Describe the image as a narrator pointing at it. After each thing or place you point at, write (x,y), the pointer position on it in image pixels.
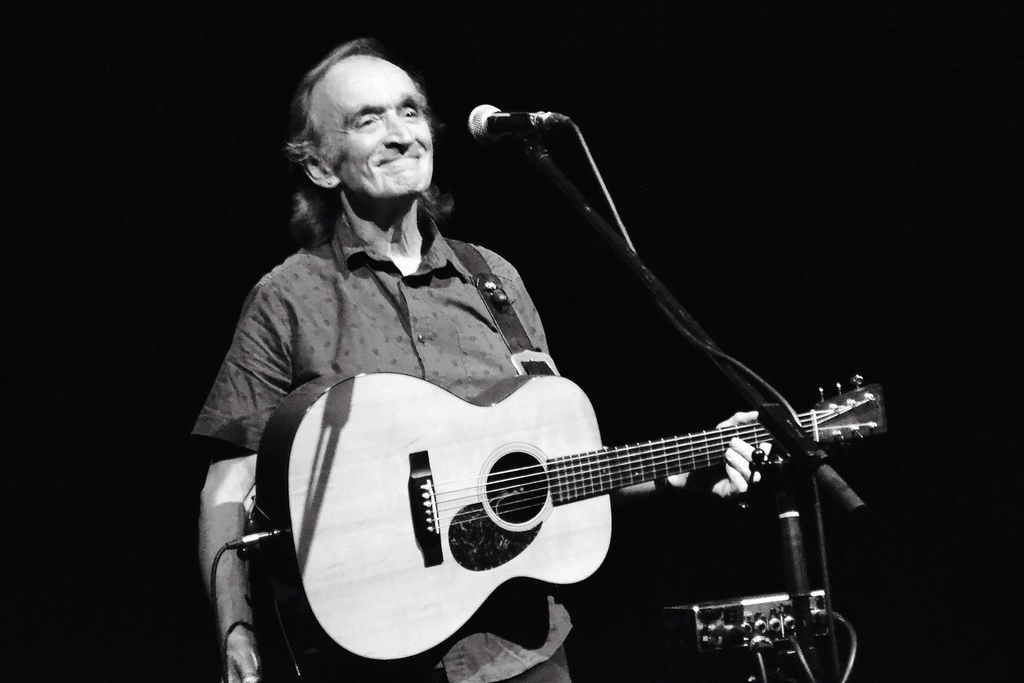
This picture shows a man (377,302) holding a guitar (410,439) and smiling, standing in front of a microphone (498,131) and a stand (787,528) here. There is dark in the background (96,166).
